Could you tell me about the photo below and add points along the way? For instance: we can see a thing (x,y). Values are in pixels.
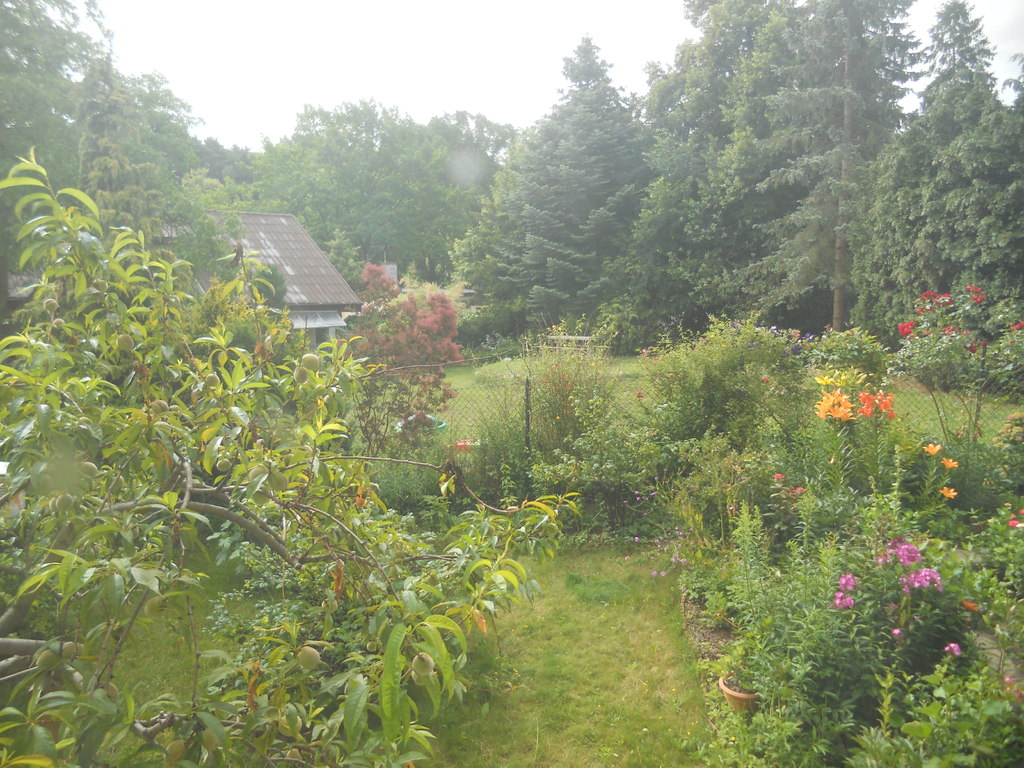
This image consists of many trees (117,511) and plants (580,438). At the bottom (588,685), there is green grass (547,636). To the left (312,265), there is a house (311,263) along with the sky (343,29).
